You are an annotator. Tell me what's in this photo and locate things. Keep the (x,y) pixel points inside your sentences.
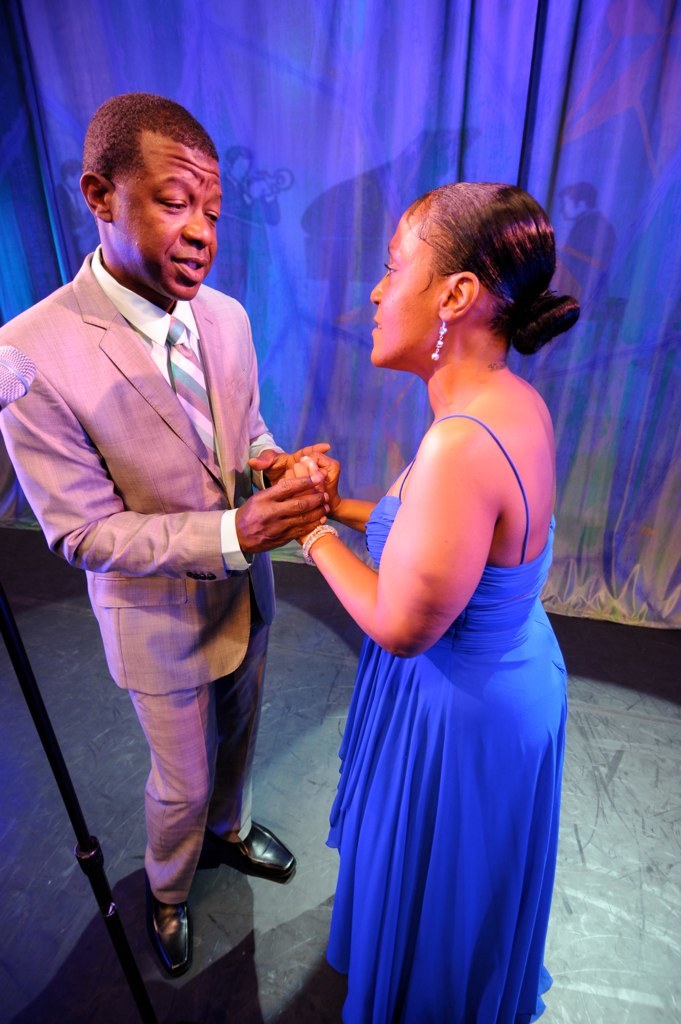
In this picture, we see a man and the women (453,788) are standing. They are talking to each other. She is holding the hands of the man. Beside him, we see a stand (86,848). In the background (274,199), we see a sheet (592,530) or a curtain (588,437) in blue color.
